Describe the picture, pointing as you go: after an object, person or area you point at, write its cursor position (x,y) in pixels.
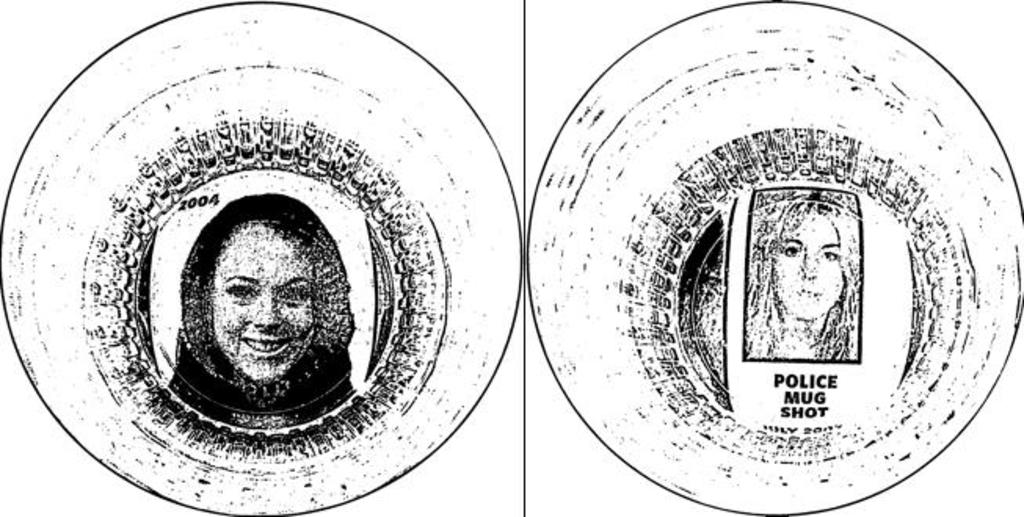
This is a collage of two pictures. The pictures are printed and we see numbers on one of the picture and text (813,390) on the another picture (769,381).
